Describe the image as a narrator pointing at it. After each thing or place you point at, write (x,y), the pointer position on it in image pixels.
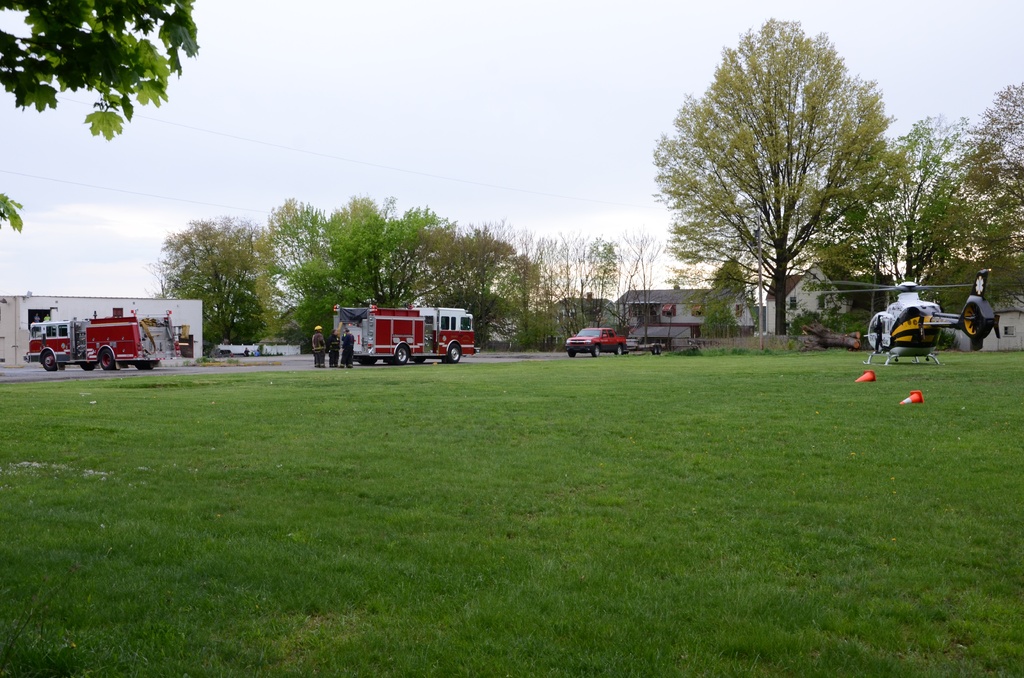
In this image in the center (491,409) there is grass (487,491) on the ground (371,477). In the background (366,353) there are vehicles (404,362), trees (211,319) and buildings (643,295) and on the right side (890,317) there is a helicopter (904,326).
